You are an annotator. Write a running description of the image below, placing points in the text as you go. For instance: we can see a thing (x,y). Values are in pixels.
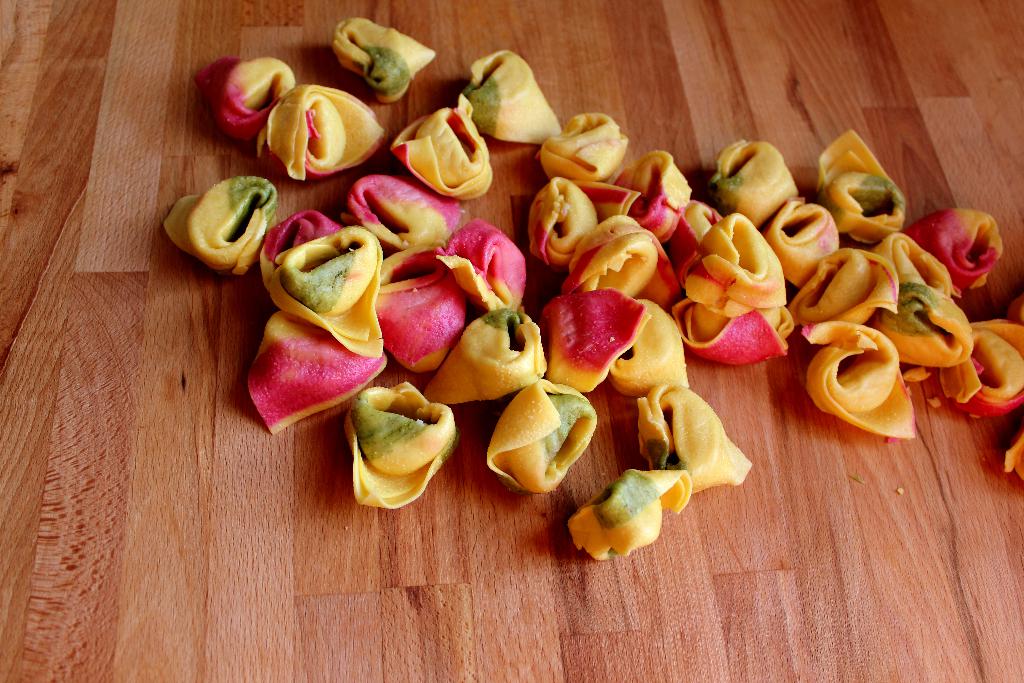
In this picture, there is some food (745,236) placed on the table (294,509).
